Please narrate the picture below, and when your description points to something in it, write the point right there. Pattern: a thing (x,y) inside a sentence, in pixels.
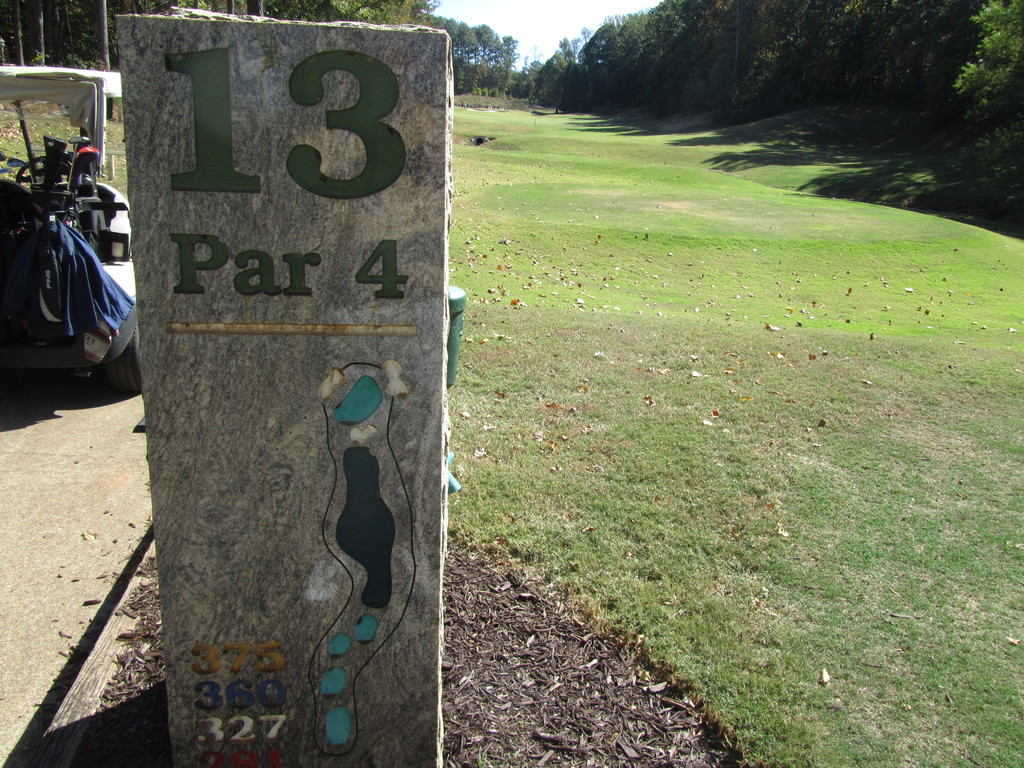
On the left side (222,113), there are numbers (356,122), a word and a painting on a pole (384,132), which is on the ground (471,766). Beside this pole (256,703), there is a road (34,599), on which there is a vehicle (70,81). On the right side (1007,525), there is grass (973,331) on the ground (690,173). In the background (893,100), there are trees (89,8) and there is sky (534,9).
